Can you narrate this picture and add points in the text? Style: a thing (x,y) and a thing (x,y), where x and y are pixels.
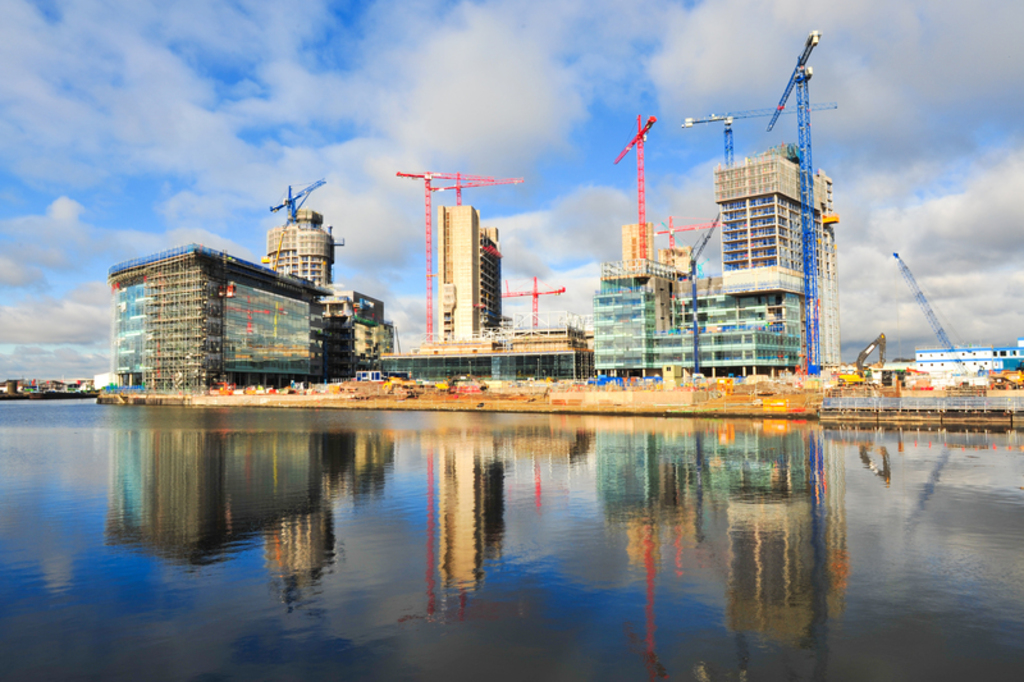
In this picture we can see many industrial buildings (293,244) with machines (994,372) and towers (292,230) alongside a river (273,468). Here the sky (275,169) is blue.
